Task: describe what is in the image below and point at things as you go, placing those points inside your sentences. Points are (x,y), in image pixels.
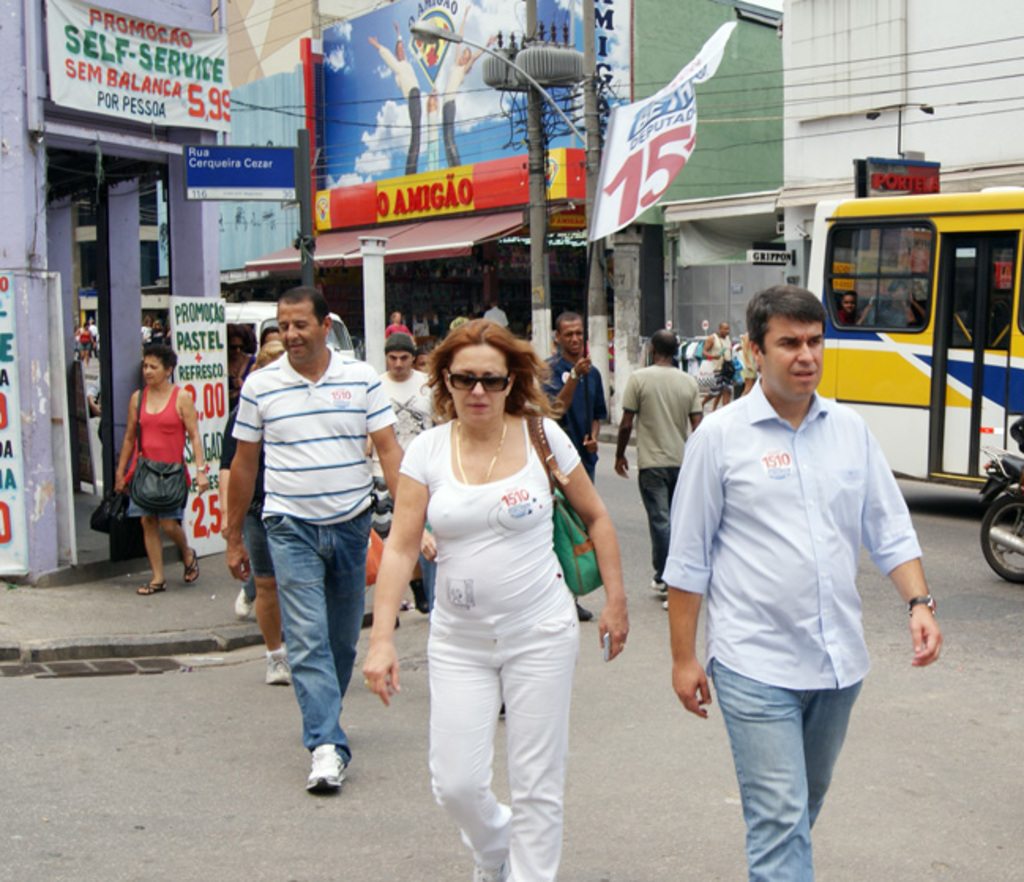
This image is taken outdoors. At the bottom of the image (176,789) there is a road (206,805). In the background (359,188) there are a few buildings (890,102) with walls (740,104), pillars (119,315), doors (100,283) and roofs (742,9). There are many boards (186,375) with text (208,67) on them. There are a few poles (533,155). Many people (396,427) are walking on the road (645,659) and a few vehicles (940,341) are moving on the road (979,523).
